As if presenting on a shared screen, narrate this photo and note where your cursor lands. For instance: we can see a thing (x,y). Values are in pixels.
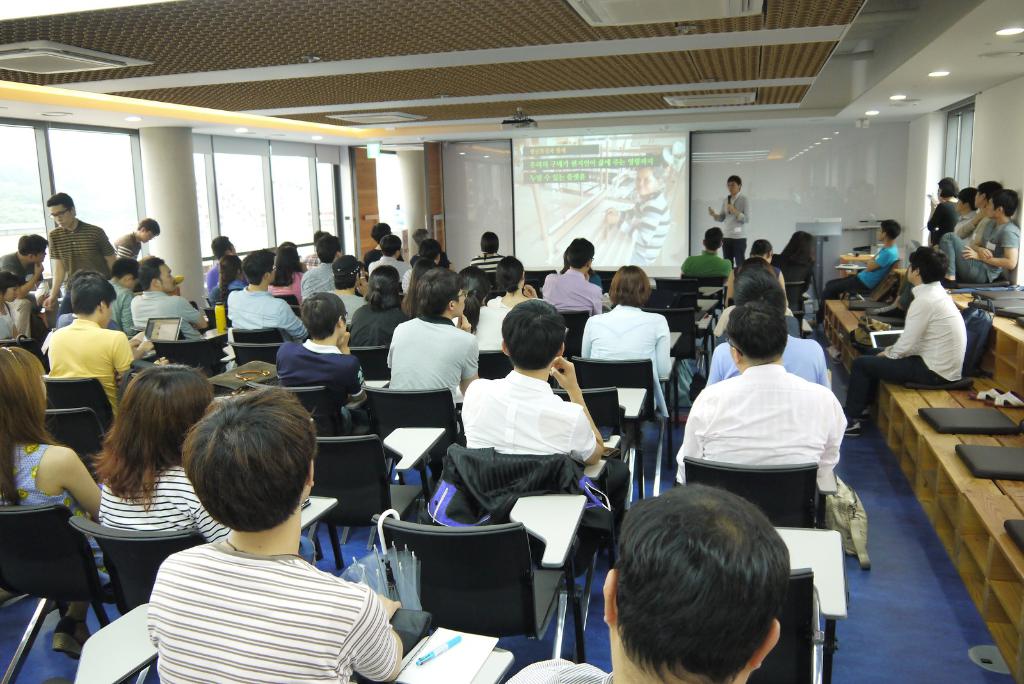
This picture might be taken in the classroom (558,650). In this image, on the right side (875,266), we can see a group of people (905,364) sitting on the bench (902,408). On that bench (914,465), we can see few laptops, bags (981,348). In the middle of the image (417,338), we can see a group of people (212,682) sitting on the chair (349,480), on that chair (465,645), we can see a book (453,634) and a pen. In the background (523,208), we can see a person (741,208) standing and holding a microphone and a screen (616,215). On the left side (203,263), we can see a pillar (155,160) and a glass window (85,166). At the top (465,22), we can see a roof (498,22) with few lights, at the bottom (966,630), we can see a mat (858,572) which is in blue color.
